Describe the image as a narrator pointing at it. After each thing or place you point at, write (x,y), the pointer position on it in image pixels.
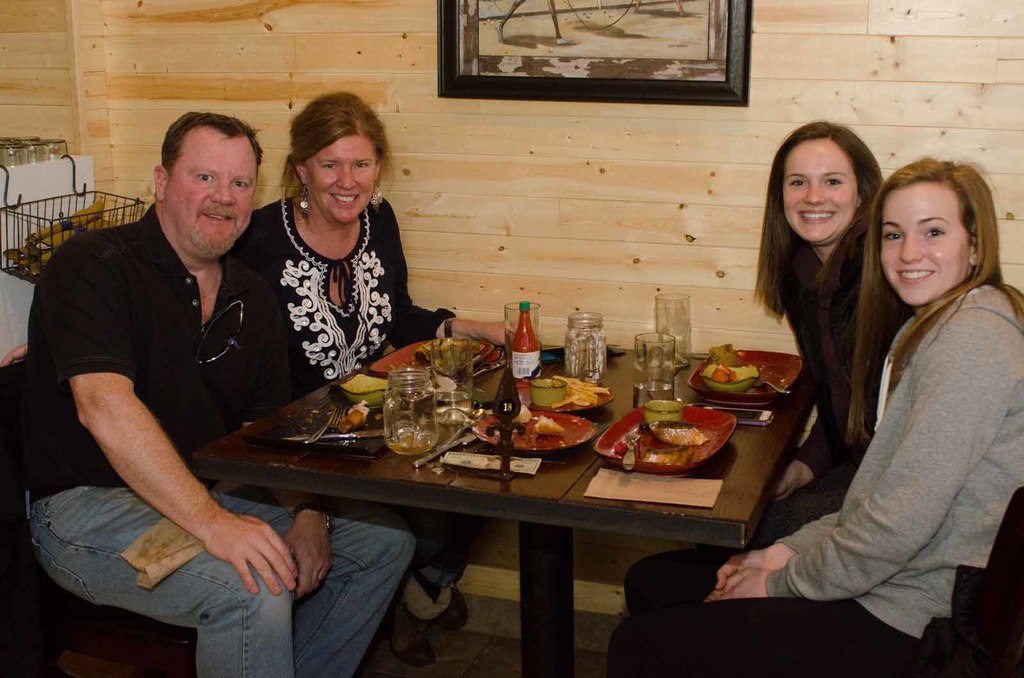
In the image we can see there are people (301,301) who are sitting on chair (990,631) and on table (405,475) there are food items (540,423), jar (404,433), ketchup bottles (522,311) and glasses (636,373).
